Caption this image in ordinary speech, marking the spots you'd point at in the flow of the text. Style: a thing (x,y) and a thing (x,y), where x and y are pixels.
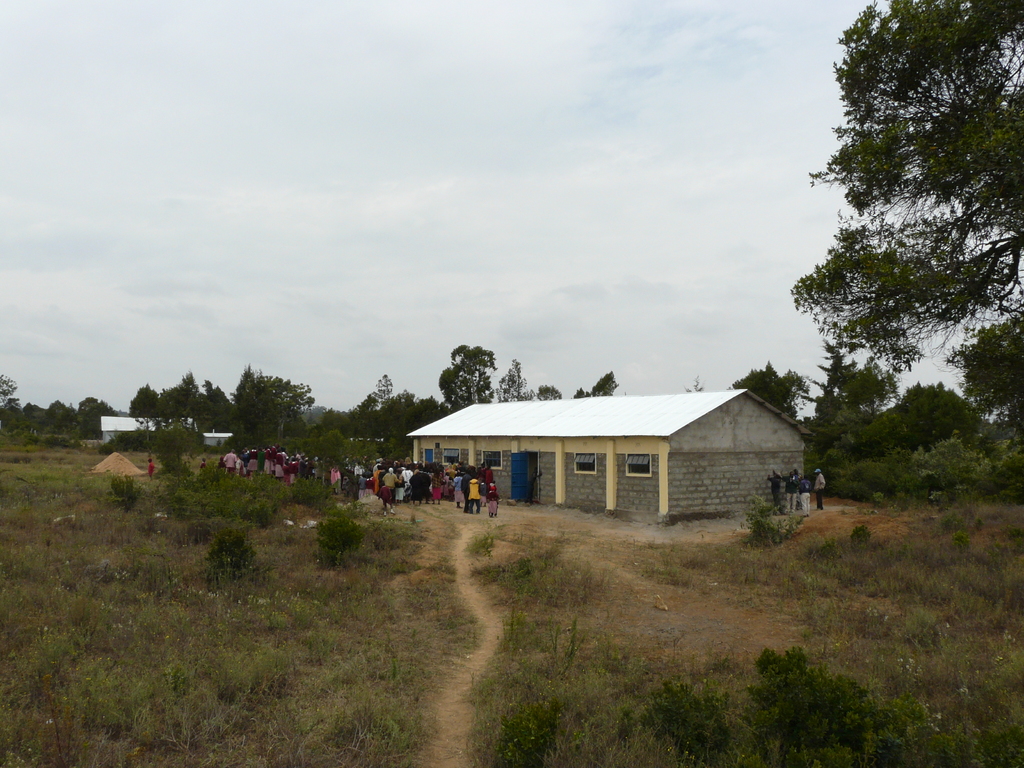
In this image we can see a few people (418,469), there are plants (327,526), grass (876,629), trees (858,391), there is a house (701,444), windows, also we can see the sky (426,213).
